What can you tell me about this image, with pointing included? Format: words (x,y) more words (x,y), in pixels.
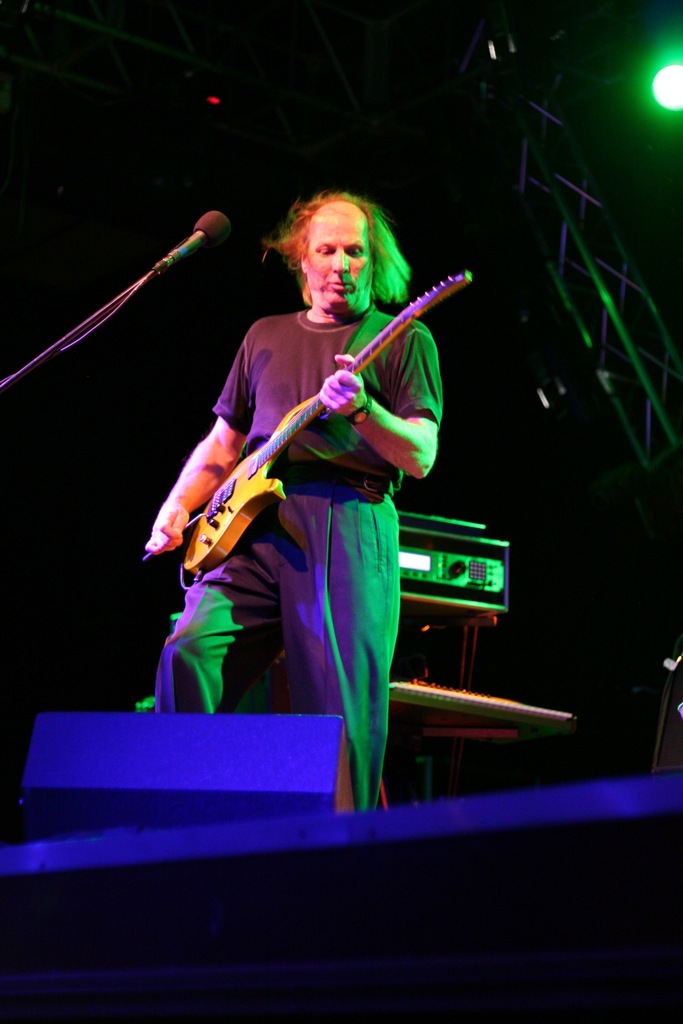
This is the picture of a guy (340,500) in black dress (346,564) is holding a guitar (388,327) and playing it in front of the mic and behind there is a musical instrument (493,705) and a speaker (92,786).
